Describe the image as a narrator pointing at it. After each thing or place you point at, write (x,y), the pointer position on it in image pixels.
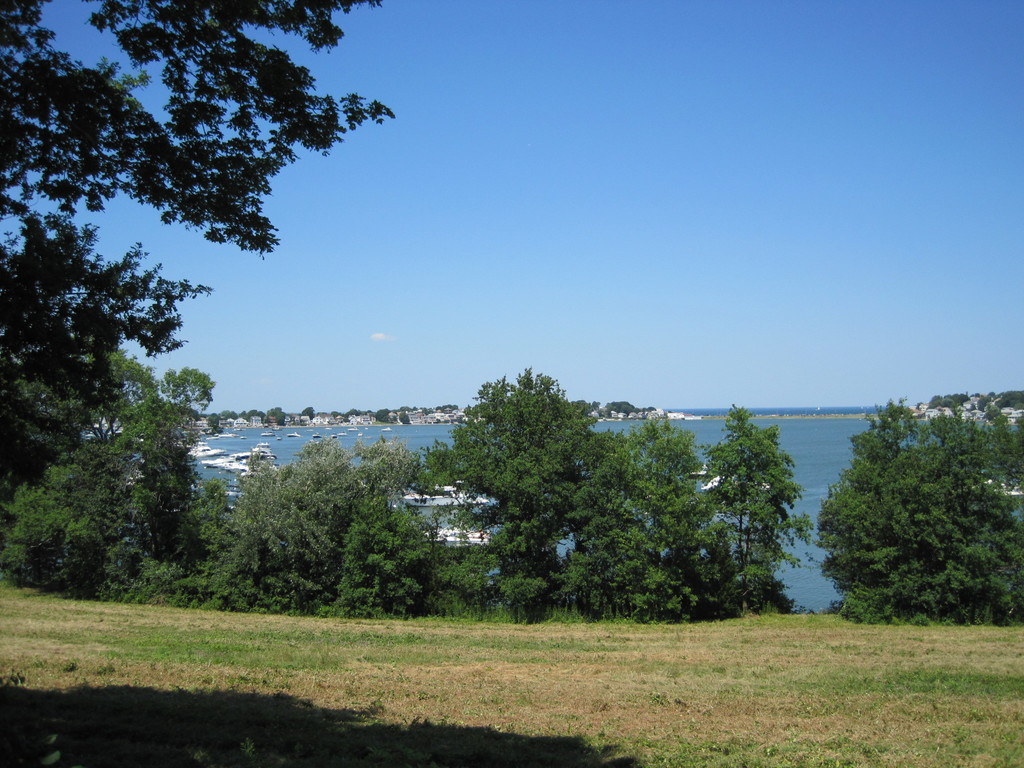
In this picture we can see some trees (112,365) here, at the bottom (505,682) there is grass (619,728), there are some boats (246,454) here, we can see water (815,459) here, there is the sky (690,163) at the top of the picture (708,142).
